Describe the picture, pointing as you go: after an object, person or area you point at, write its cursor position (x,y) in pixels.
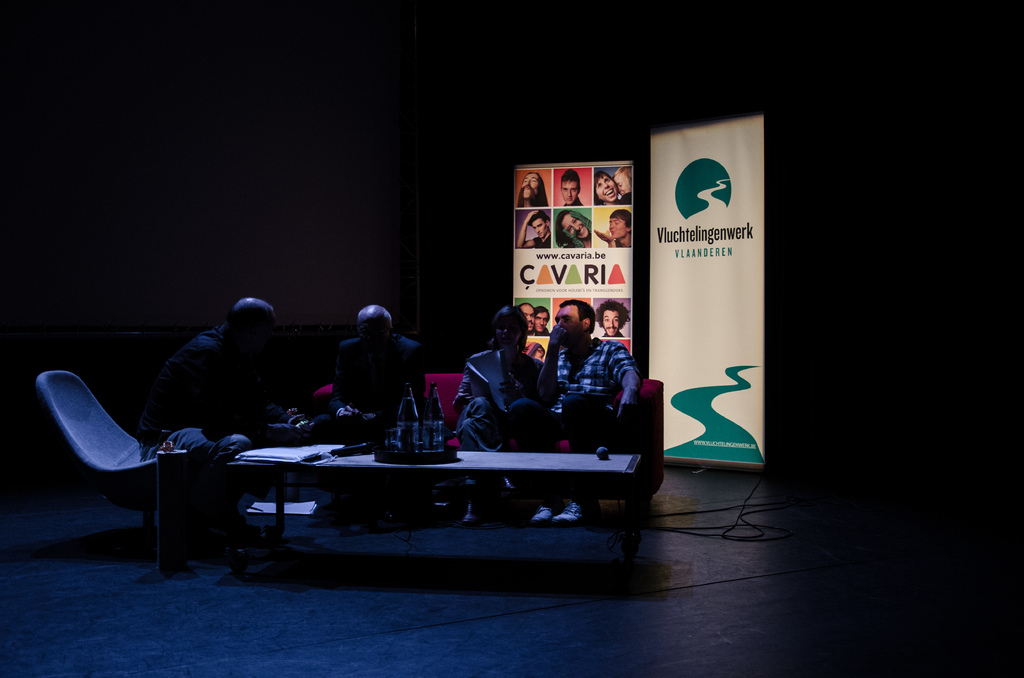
There are four members (223,412) sitting around a table (376,469). Three of them are in sofa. And one guy (167,402) is sitting in the chair (86,425). In the background (671,254) we can observe an advertisement flex (586,243) here.
